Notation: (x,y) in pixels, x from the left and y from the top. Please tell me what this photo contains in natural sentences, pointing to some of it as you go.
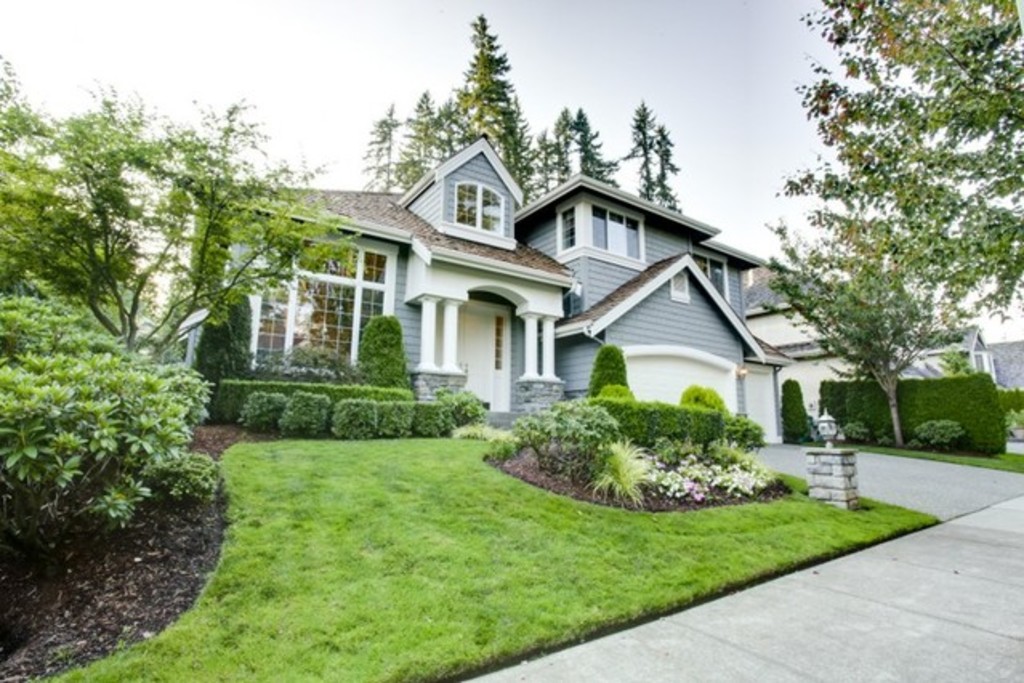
In the image we can see there are houses (588,346) and there are windows (569,237) of the house (585,291). Here we can see footpath (905,606), grass (415,593), plants (358,424), trees (828,266) and the sky (709,109).
